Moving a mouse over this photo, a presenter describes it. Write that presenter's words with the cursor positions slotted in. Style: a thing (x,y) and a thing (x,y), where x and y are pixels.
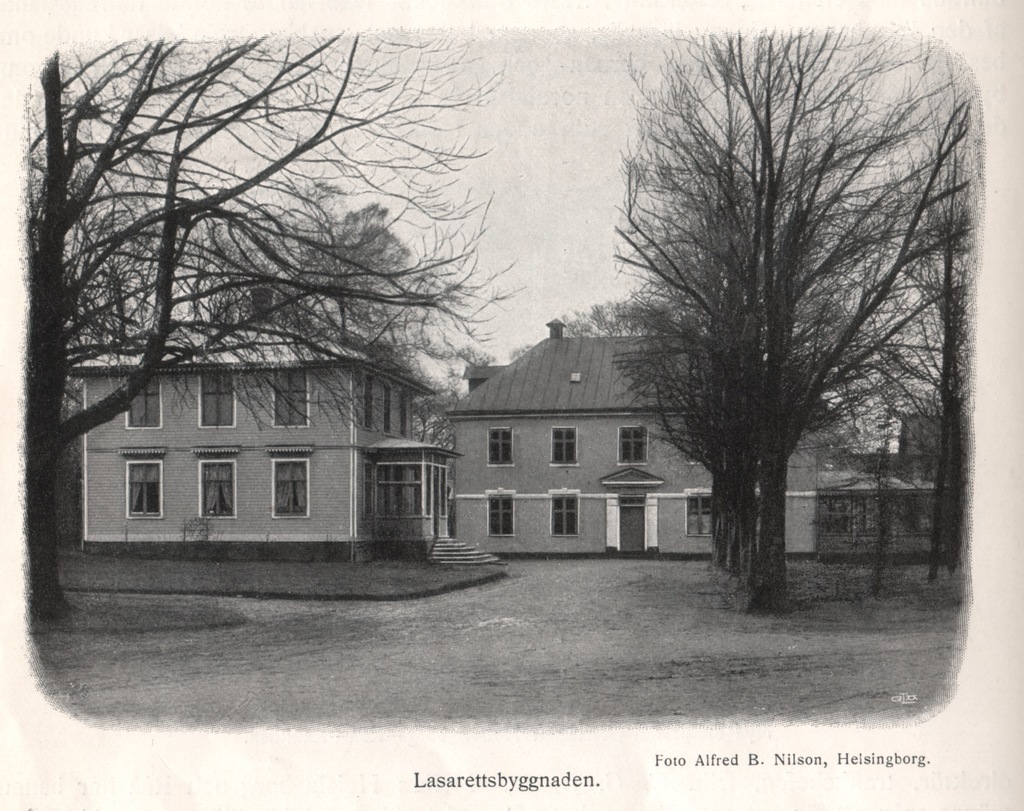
This is a black and white picture. In the foreground of the picture (55,301) there are trees (720,436). In the center of the picture (563,377) there are buildings (437,494) and grass (196,586). In the background (393,339) there are trees (393,339). At the bottom (589,781) there is text (763,763).
